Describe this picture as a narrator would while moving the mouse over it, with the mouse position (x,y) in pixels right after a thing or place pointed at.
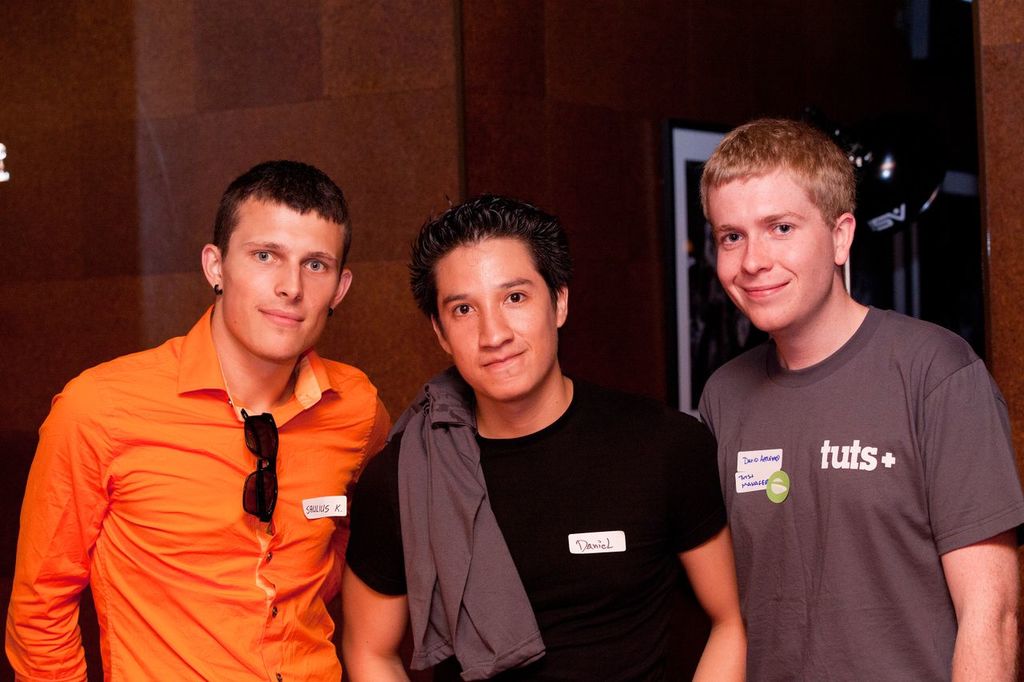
In the center of the image (655,438) there are people (636,431). In the background of the image (600,238) there is wall (435,143). There is photo frame (676,179).
